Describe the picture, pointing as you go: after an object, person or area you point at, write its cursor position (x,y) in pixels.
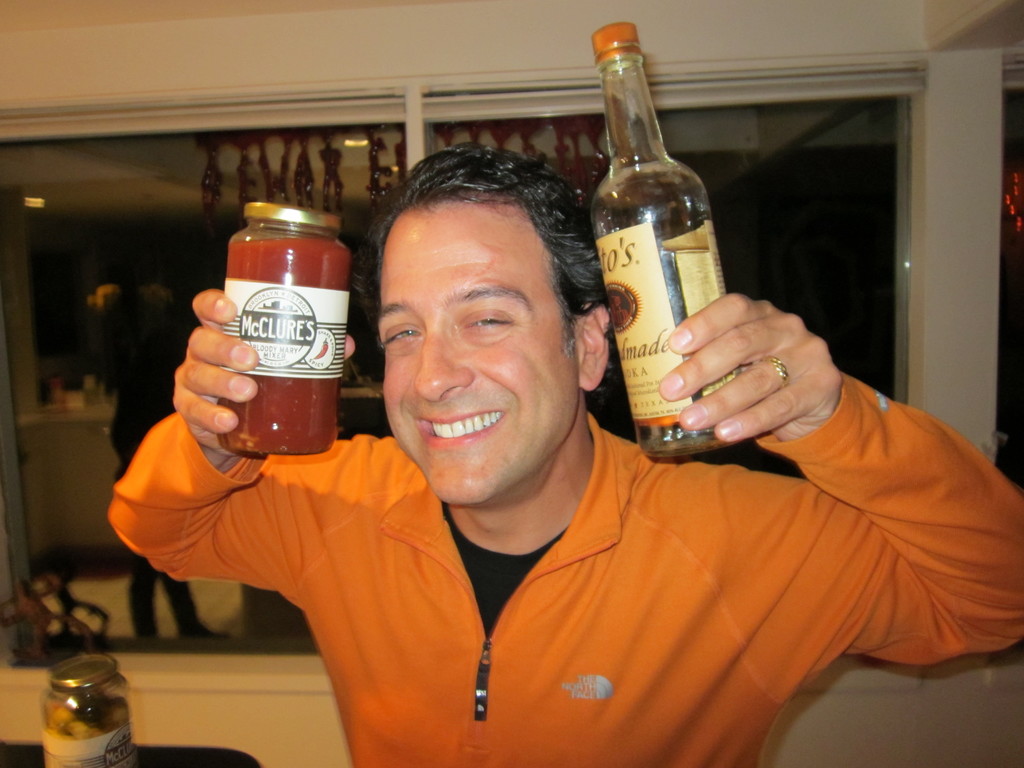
In this image I can see a person (417,301) holding the container (339,266) and the bottle (649,247). He is wearing the orange color jacket (616,551) and he is smiling. To the container (283,273) the white sticker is attached. And to the bottle (638,224) there is a yellow color sticker (631,375). To the side of him there is another container (111,700). In the background (270,194) there is a window (525,148).
